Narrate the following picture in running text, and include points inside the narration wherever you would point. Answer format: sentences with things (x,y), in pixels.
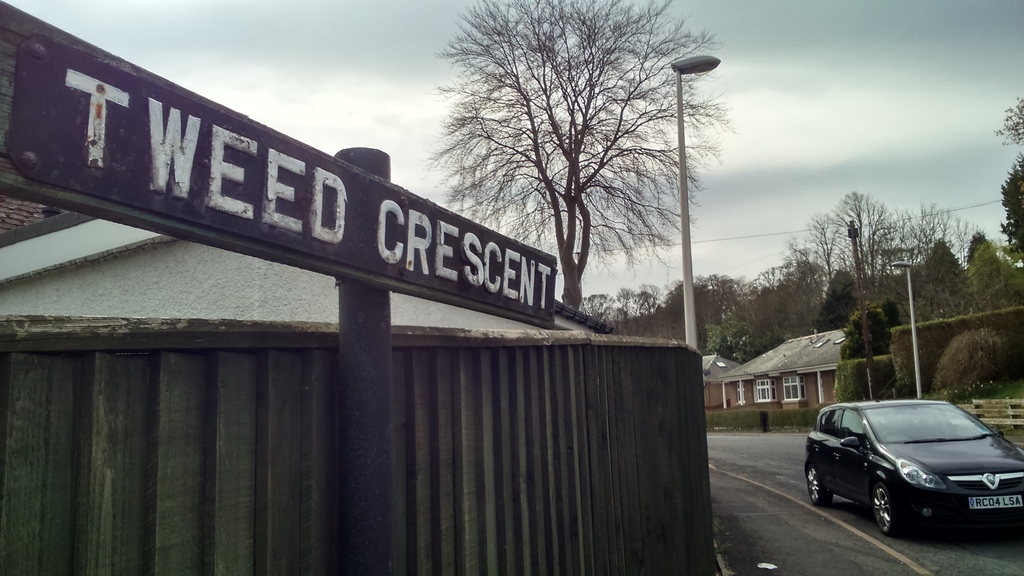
This picture shows a car (863,449) moving on the road (1003,548) and we see few trees (771,323) and few houses (115,244) and couple of pole lights (900,265) and we see a name board (367,246) to the pole (389,404) and a blue cloudy sky (846,118).
